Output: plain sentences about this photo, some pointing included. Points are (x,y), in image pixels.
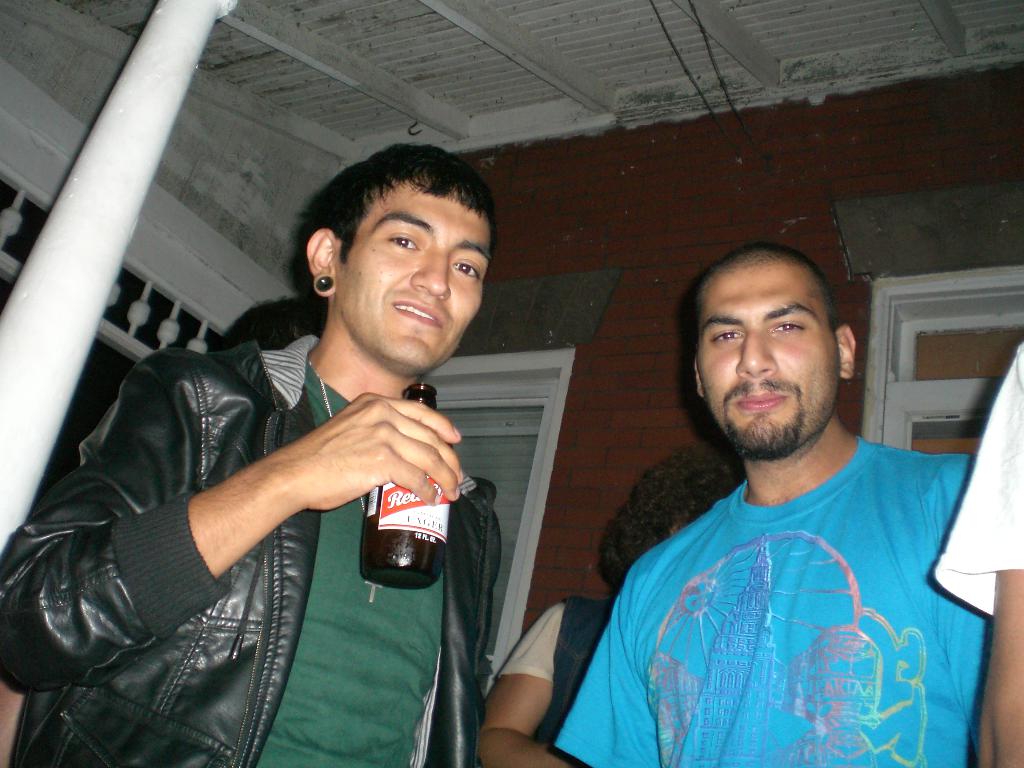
This is a image consist of a two persons (386,600) and standing, and left side person (348,586) wearing a black color jacket (184,481) and holding a bottle (387,506) on his hand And there is a some beam (58,376) attached to the roof (262,28) on the left side (59,226).
